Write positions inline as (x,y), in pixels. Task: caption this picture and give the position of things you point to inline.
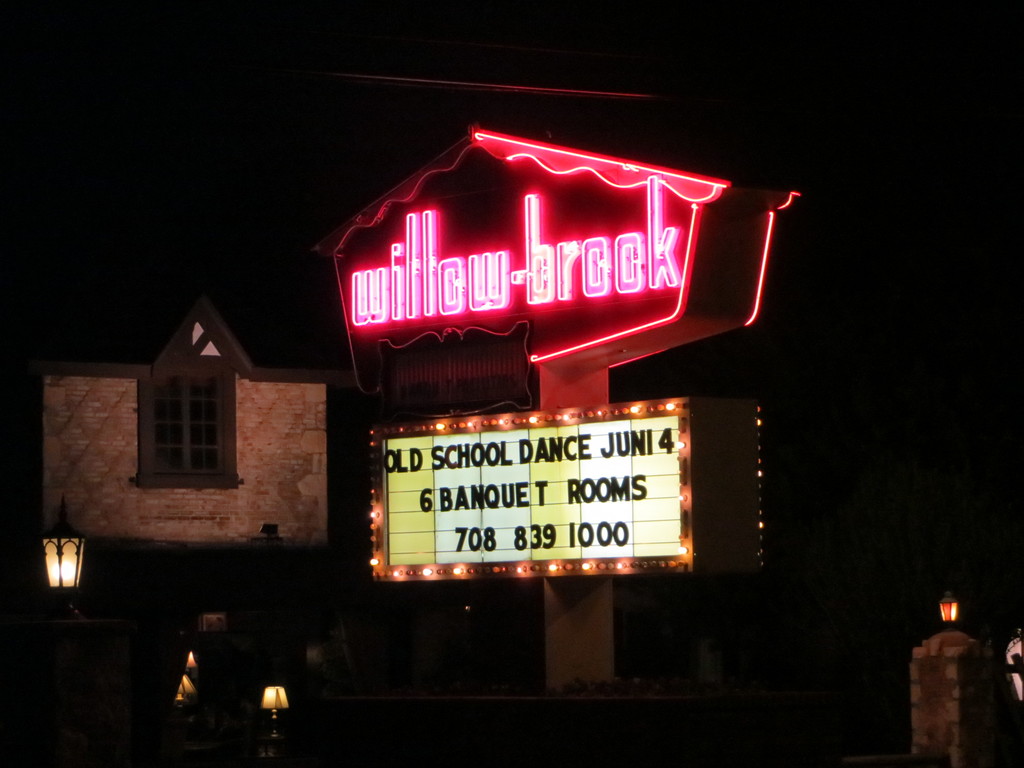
In this image there are light poles (945,647) and there is a hoarding board (435,378) for that board (493,366) there are lights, in the background (339,443) there is a house (213,322) and it is dark.
